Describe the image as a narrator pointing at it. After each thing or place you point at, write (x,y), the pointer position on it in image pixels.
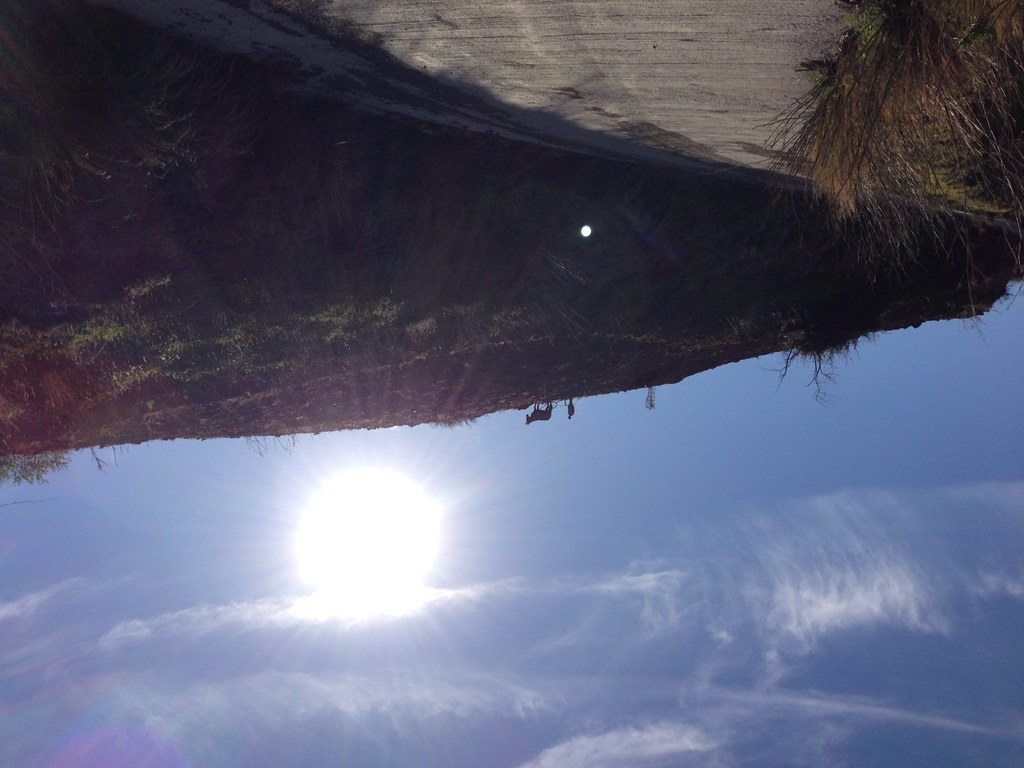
In front of the image there is a road (654,105), beside the road (669,98) there are plants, on the other side of the road (560,94) there are trees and mountain (466,295), on the mountain (509,374) there is a person (573,406) and a horse (536,416), at the top of the image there are clouds (381,669) and sun (336,533) in the sky (281,604).
